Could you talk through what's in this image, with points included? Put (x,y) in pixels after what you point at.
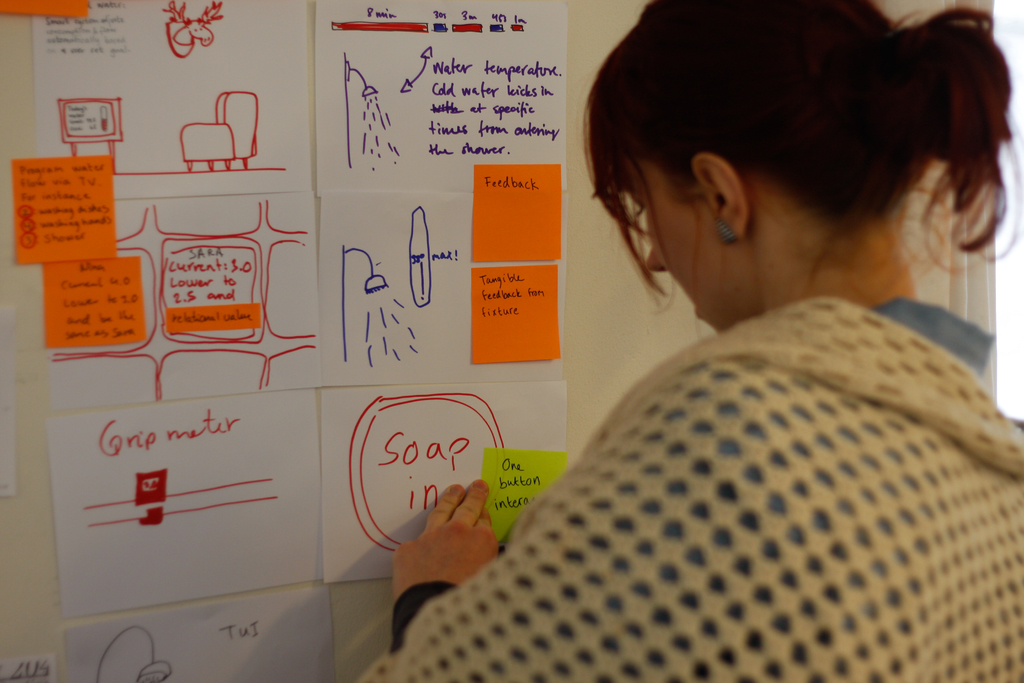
In this image in front (670,440) there is a person (769,325) sticking the paper (443,475) on the wall (618,331).
